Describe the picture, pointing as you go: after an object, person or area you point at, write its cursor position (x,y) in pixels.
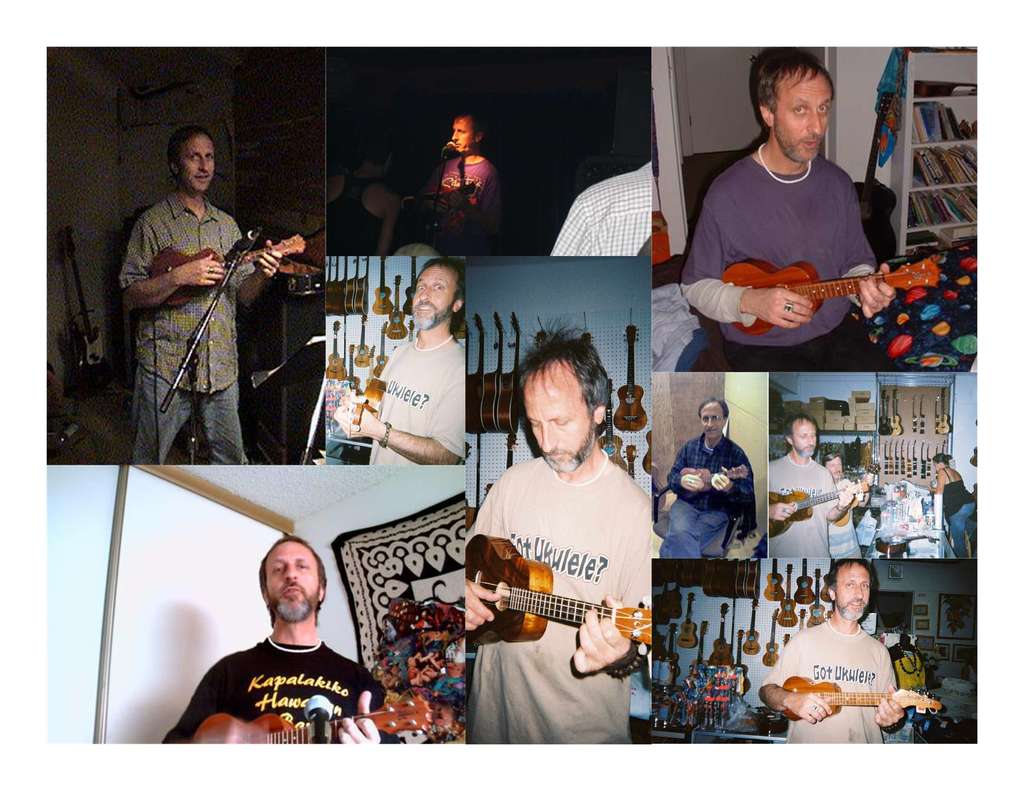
In the image which is the collage of pictures in which there is a man (810,201) who is standing and holding guitar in his hand (772,303).
